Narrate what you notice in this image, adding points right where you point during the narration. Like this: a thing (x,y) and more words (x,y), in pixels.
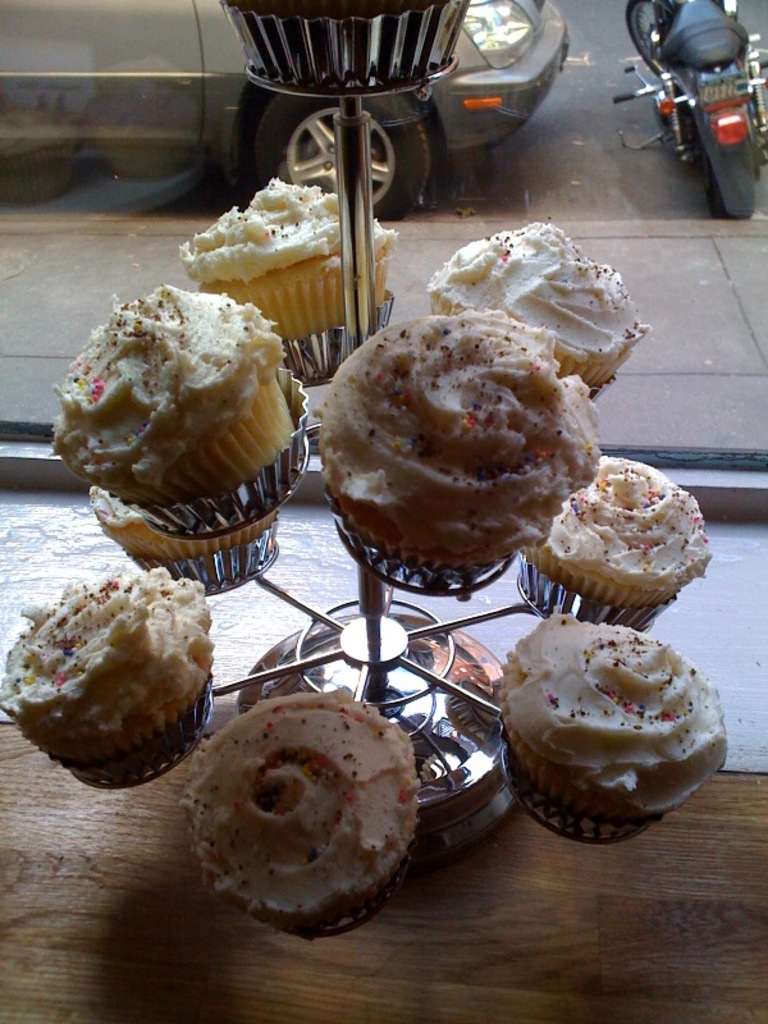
In this picture we can see a stand (206,515) and cupcakes (337,408) in the front (339,707), in the background (438,127) there is a car (435,114) and a bike (668,78).
